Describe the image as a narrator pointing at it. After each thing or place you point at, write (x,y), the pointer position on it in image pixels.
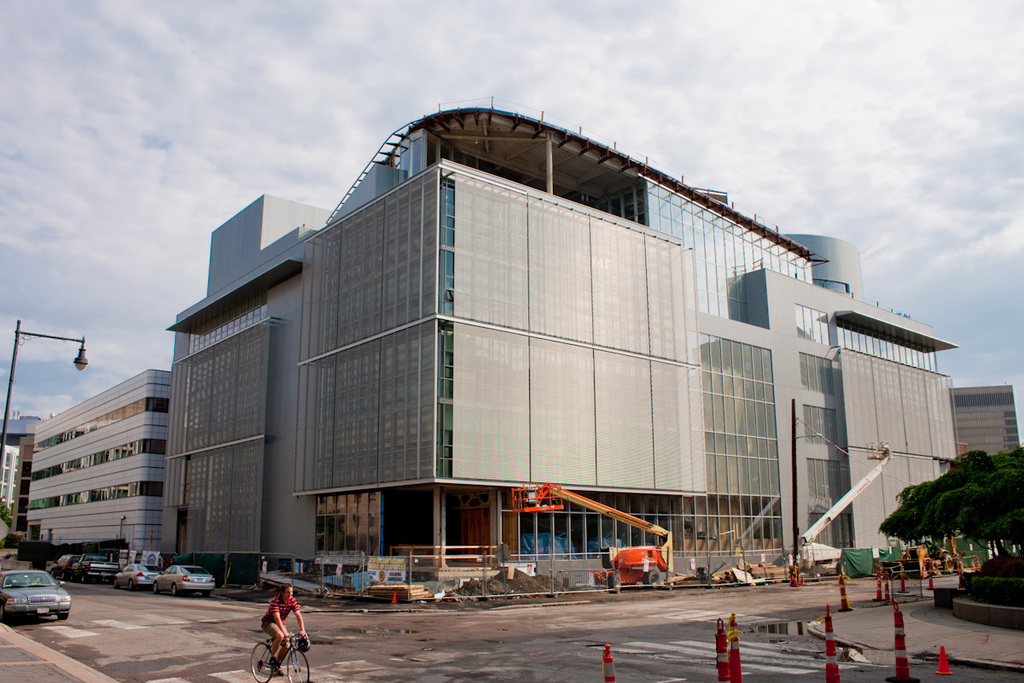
In this picture, we can see a person (282,620) riding a bicycle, and we can see a few vehicles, cranes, road (323,661), poles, lights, trees (968,506), traffic cones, buildings (31,421) with windows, and we can see the sky (881,227) with clouds (866,215).
